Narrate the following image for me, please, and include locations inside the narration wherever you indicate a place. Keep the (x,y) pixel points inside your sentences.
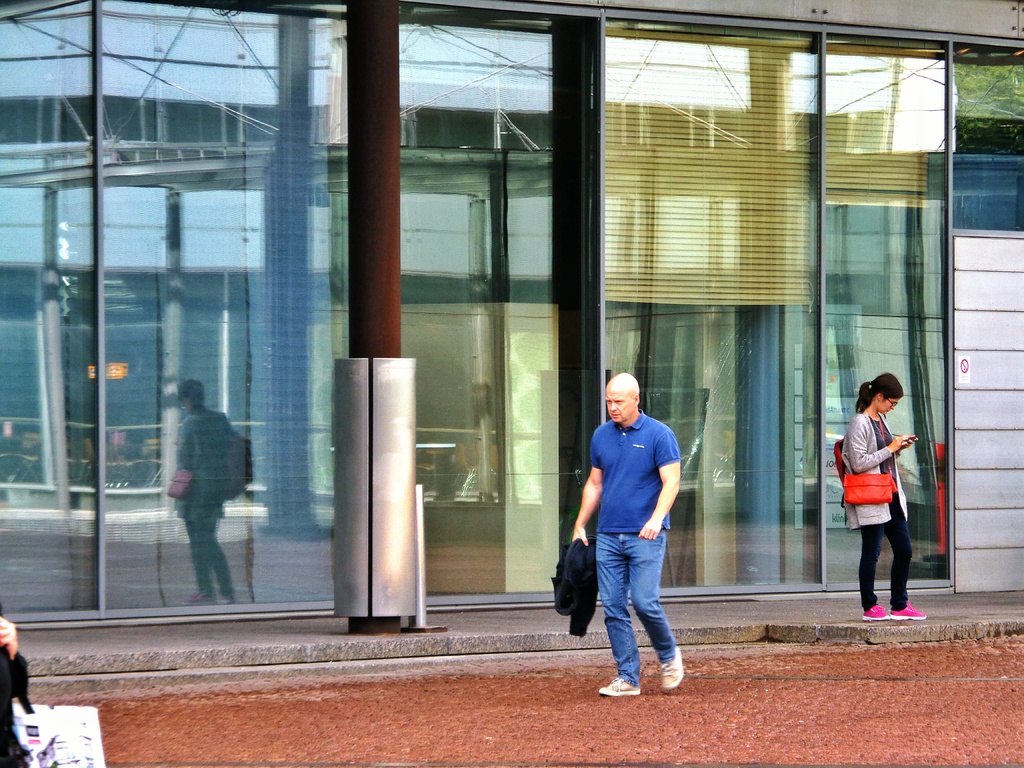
In this image we can see a building (547,499) with a glass wall (722,157), in front of it there is a pole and two people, one among them is holding an object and the other person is carrying a bag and a person's reflection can be seen on the glass wall (153,289).
